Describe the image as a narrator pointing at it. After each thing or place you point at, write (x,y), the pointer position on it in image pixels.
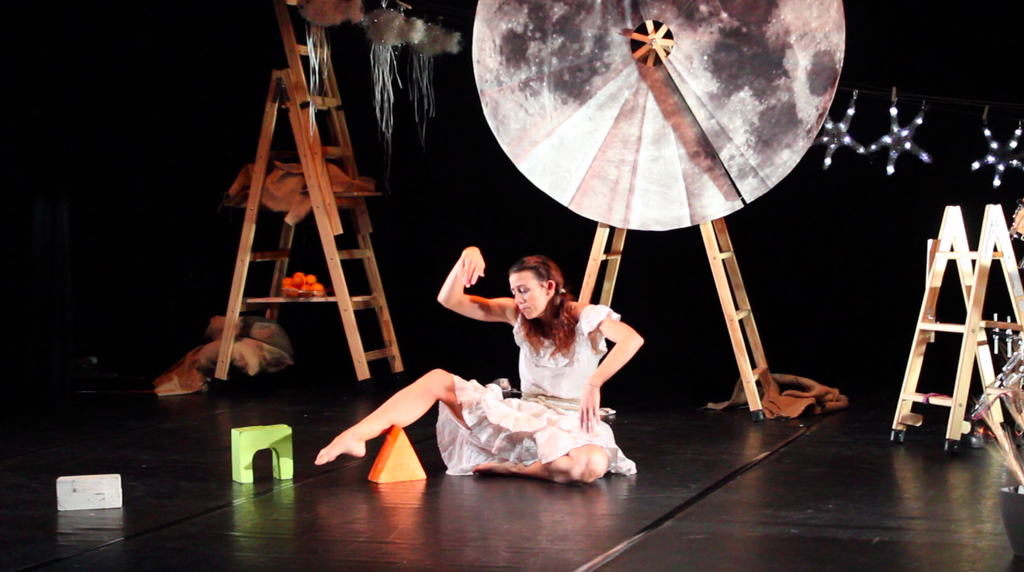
In this image, we can see a woman (544,421) is dancing on the black floor (731,515). Here we can see few objects (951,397), ladders (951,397), decoration items (1023,267). Background (63,297) there is a dark view.
